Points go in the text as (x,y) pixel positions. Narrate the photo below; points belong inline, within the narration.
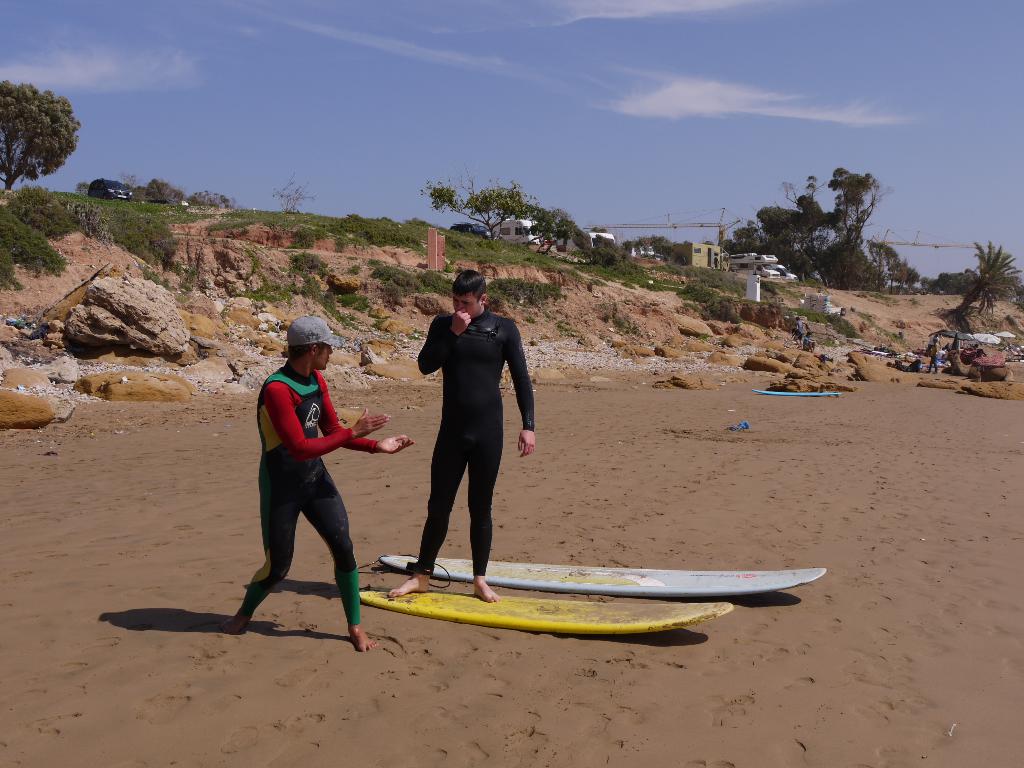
In this picture we can see two men (477,416) standing in the front (498,452), at the bottom (664,621) there are two surfboards (676,608), in the background (714,360) we can see trees (453,209), buildings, plants (168,215), rocks (177,327), stones (746,341), on the left side (91,188) there is a car (91,188), there is a person's (936,351) standing on the right side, we can see the sky (471,85) at the top of the picture (441,77).
